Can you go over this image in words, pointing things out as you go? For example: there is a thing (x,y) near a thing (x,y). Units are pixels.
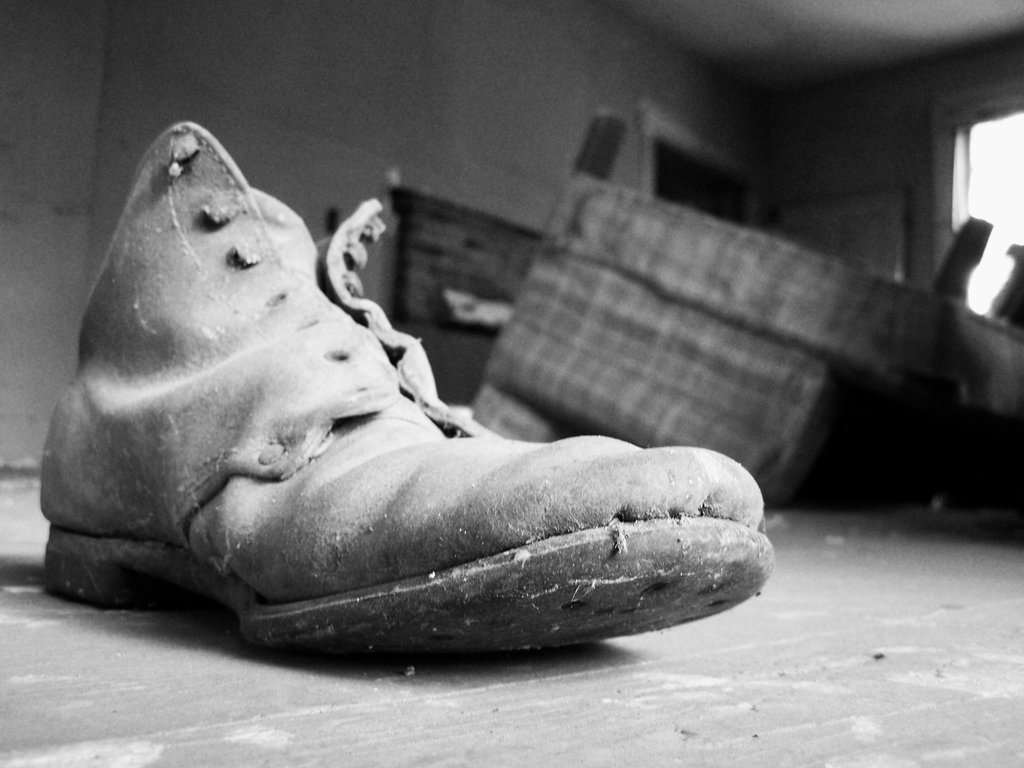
In this image I can see a shoe (286,367) and I can see this image is black and white in colour.
